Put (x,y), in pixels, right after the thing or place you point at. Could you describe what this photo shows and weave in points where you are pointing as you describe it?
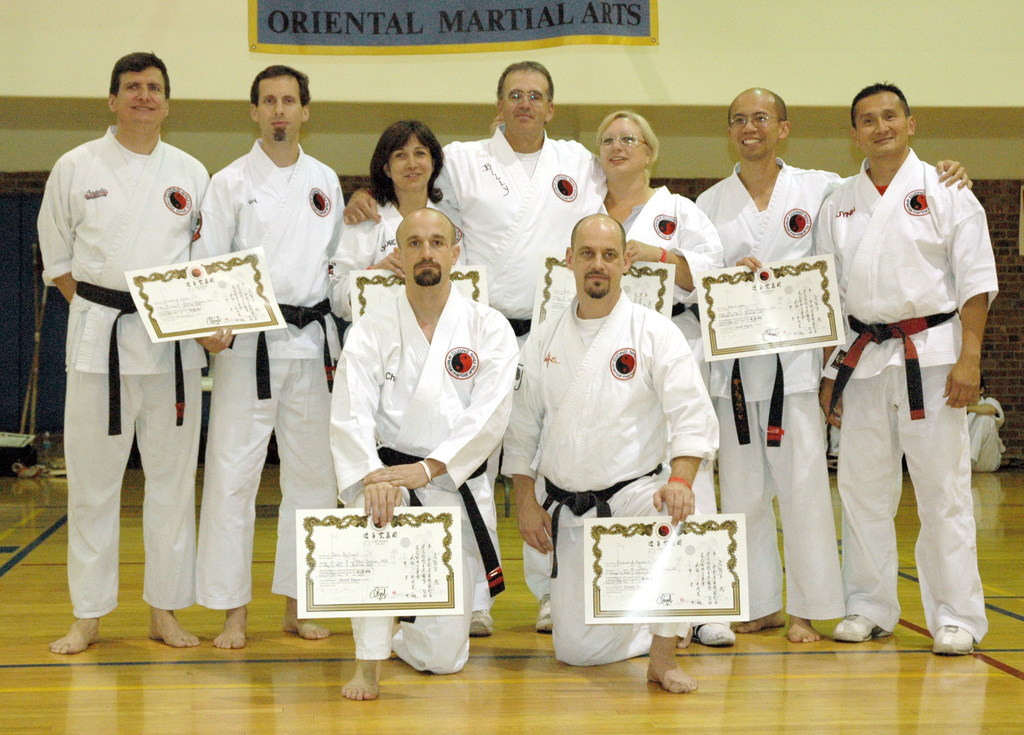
People (329,303) are standing wearing white uniform (215,410) and black belts (115,319). They are holding certificates (607,581) in their hands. Behind them a person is sitting on the floor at the right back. At the back (482,14) ''oriental martial arts'' is written on the top (333,34).
